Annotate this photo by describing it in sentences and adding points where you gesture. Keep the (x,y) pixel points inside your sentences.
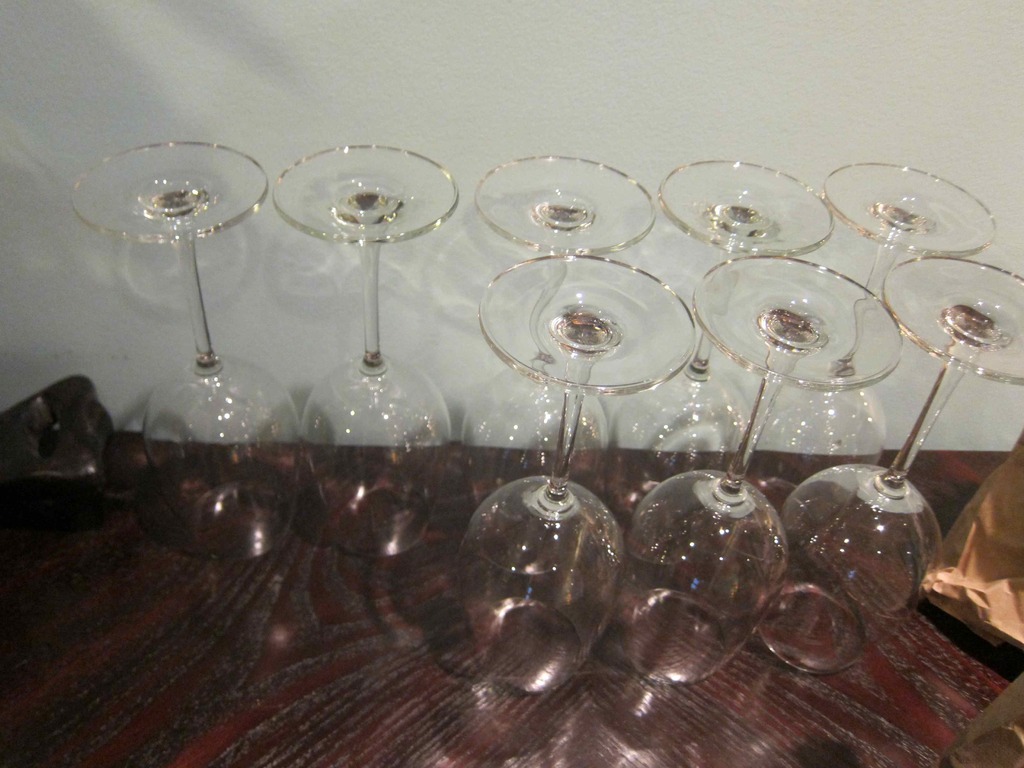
In the picture we can see glasses (681,528) on a wooden platform (561,690). In the background (872,98) there is a wall (427,252).
